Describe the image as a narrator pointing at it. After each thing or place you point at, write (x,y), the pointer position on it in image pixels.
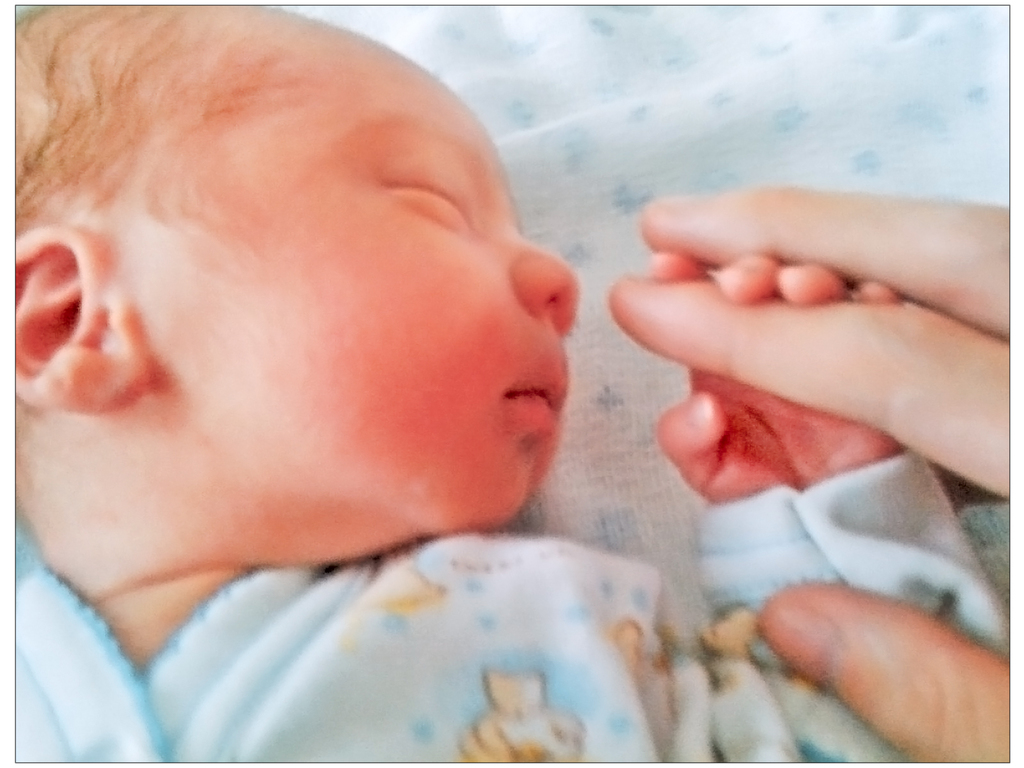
In this picture we can see a baby (416,404) holding a finger (823,338) of a person (822,340).
